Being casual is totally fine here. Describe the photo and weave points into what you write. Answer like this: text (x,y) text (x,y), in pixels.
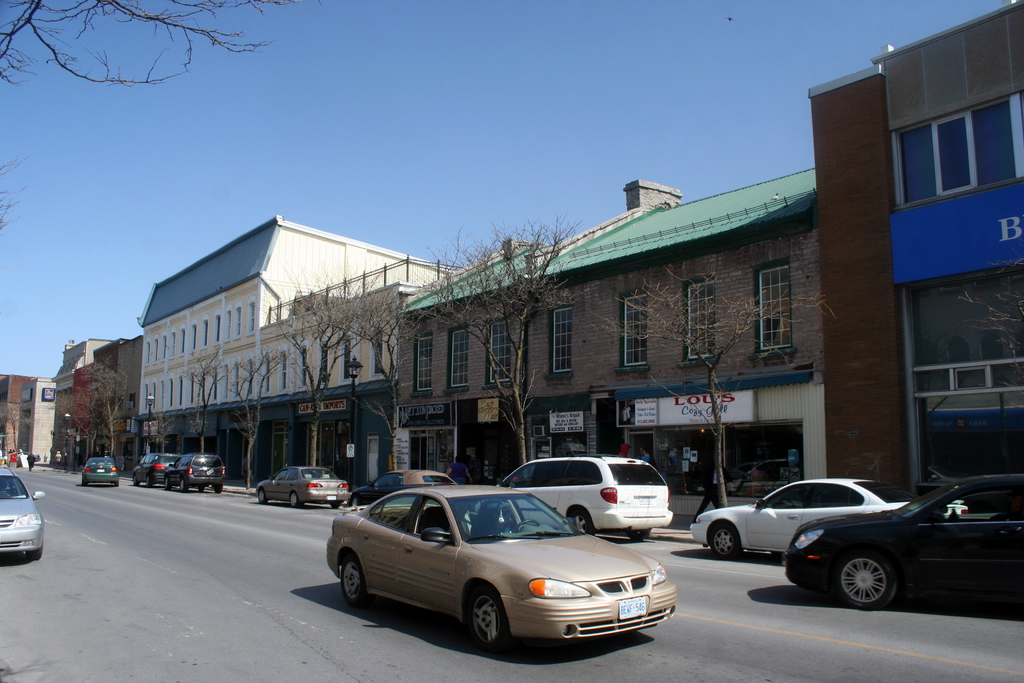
In this picture I can see some vehicles (35,512) are on the road (171,628), side we can see some trees (312,405), buildings (302,432).
